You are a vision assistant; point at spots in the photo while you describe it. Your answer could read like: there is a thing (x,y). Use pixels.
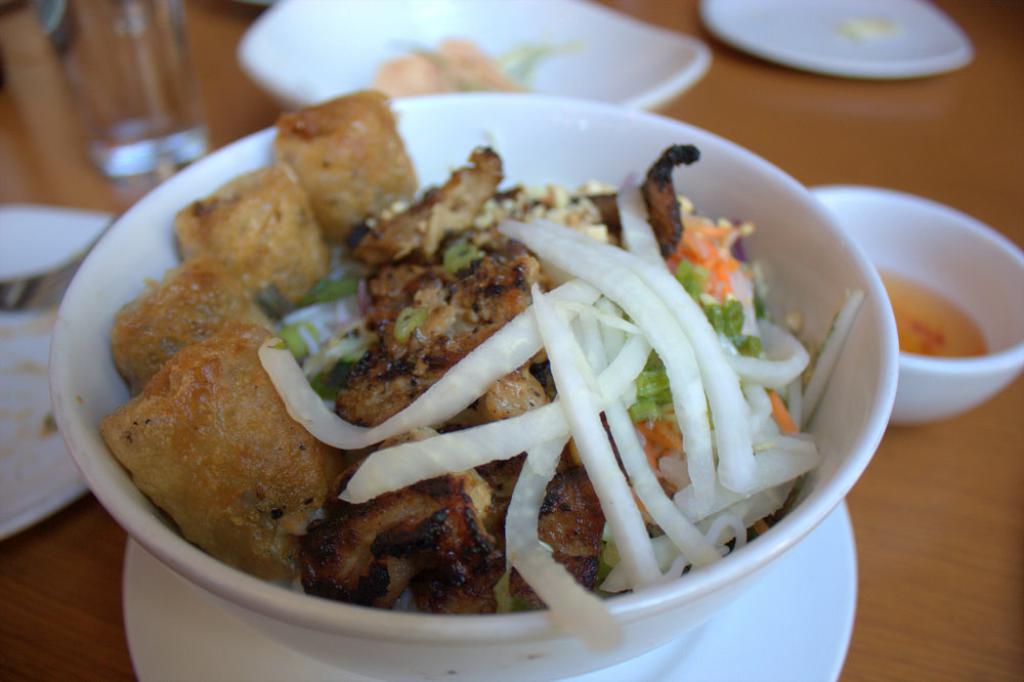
In this image I can see a food item (579,379) in white color bowl (832,490). We can see a plates (15,339) and glass (124,89) on the brown color table (961,538). The food (673,307) is in white, brown, green and orange color.
